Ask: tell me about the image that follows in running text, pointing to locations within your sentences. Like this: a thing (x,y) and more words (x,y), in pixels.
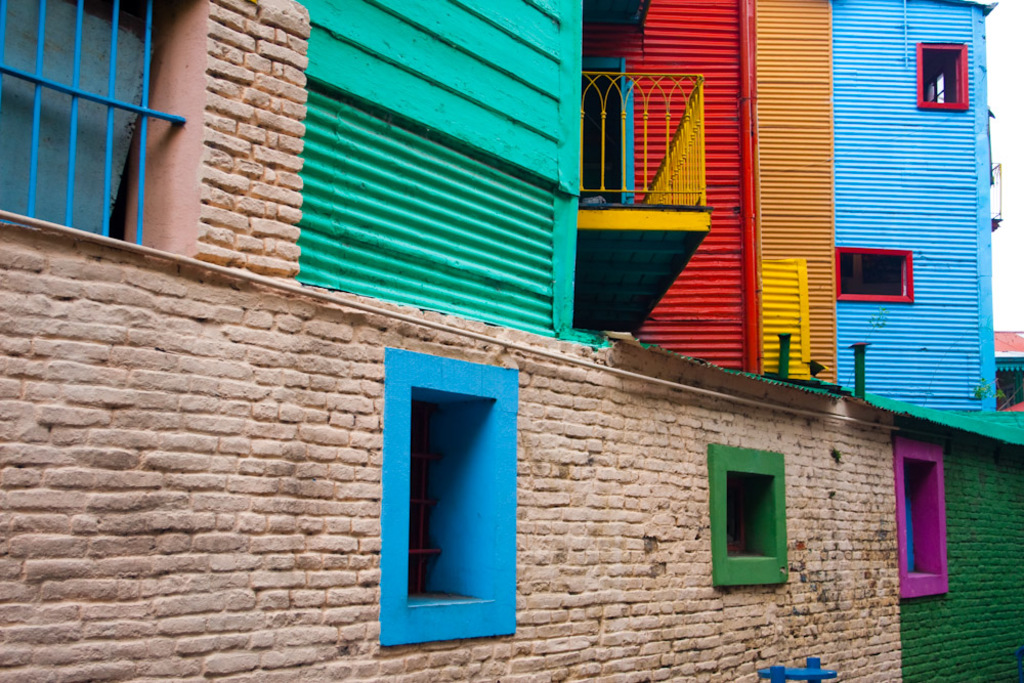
In this image I can see a colorful building (631,147) and I can see windows (417,538) on the building (511,386).
